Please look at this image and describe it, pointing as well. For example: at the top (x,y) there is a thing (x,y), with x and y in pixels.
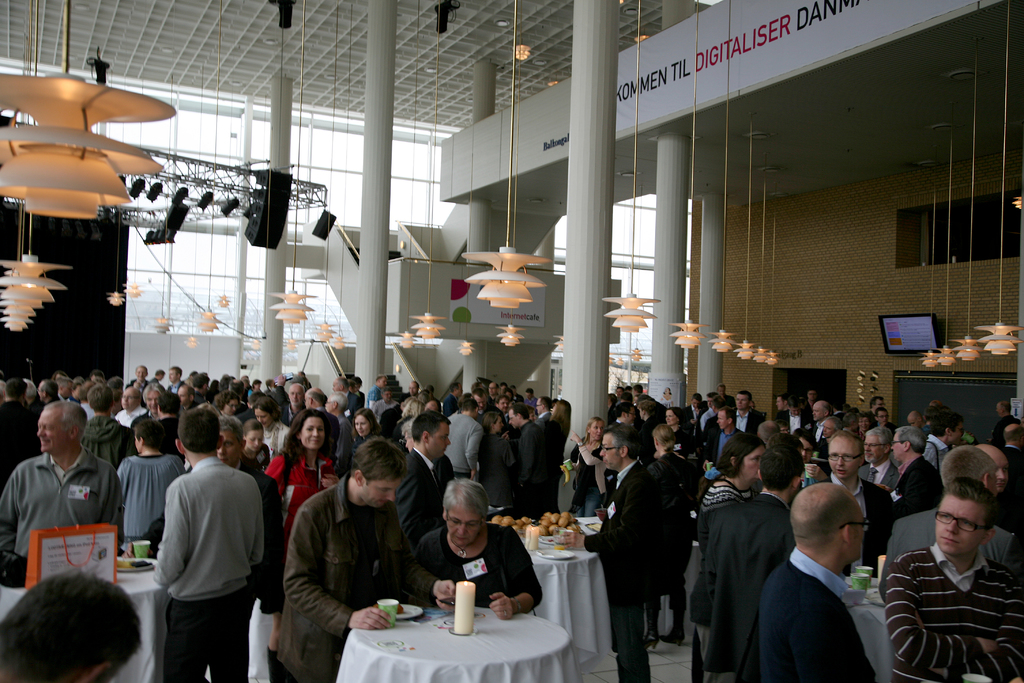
As we can see in the image there is a wall (795,330), screen (910,342), windows (198,269), lights (521,278), many people (448,596) and there are tables (568,609). On table (487,636) there is a candle (461,608), plate (549,555), glass (386,612) and bread (546,519).
